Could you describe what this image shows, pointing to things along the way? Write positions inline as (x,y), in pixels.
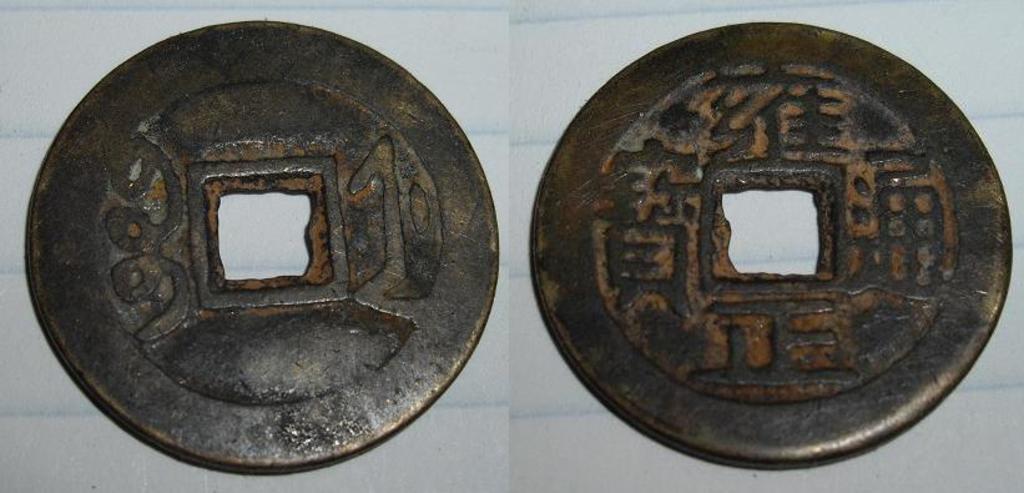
In this image we can see two circular shaped metal object (547,184) on the white color surface (439,20).
